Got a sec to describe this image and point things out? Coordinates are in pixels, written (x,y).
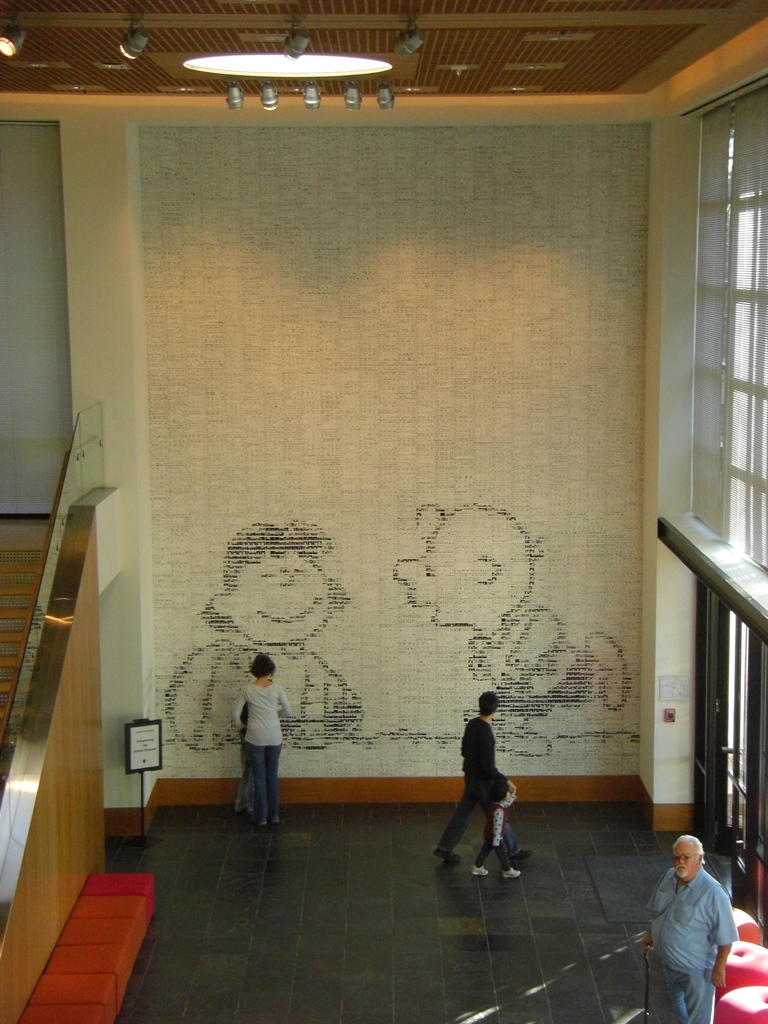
This image consists of five persons (509,872). In the background (374,490), there is a wall (461,511) on which there is an art (524,715). On the left (78,768), there are stairs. On the right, there are windows (759,303) and doors (766,805). At the top (537,87), there are lights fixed to the ceiling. At the bottom (291,959), there is a floor (227,889).
